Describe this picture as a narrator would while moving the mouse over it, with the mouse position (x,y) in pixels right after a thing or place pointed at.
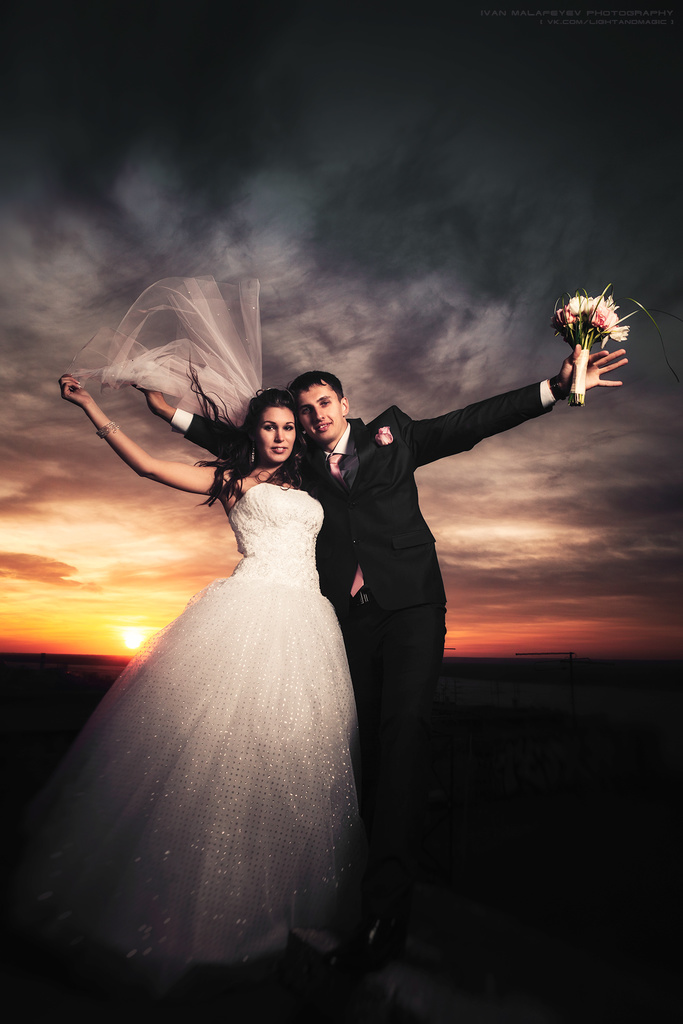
In this picture, we see a man (346,587) in black blazer (375,521) is standing and he is holding a flower bouquet (573,309) in his hand (562,364). Beside him, we see a woman (256,583) in white dress (315,663) is standing. Both of them are smiling. They are posing for the photo. In the background (100,534), we see the sky (327,298) and the sun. It might be an edited image.
